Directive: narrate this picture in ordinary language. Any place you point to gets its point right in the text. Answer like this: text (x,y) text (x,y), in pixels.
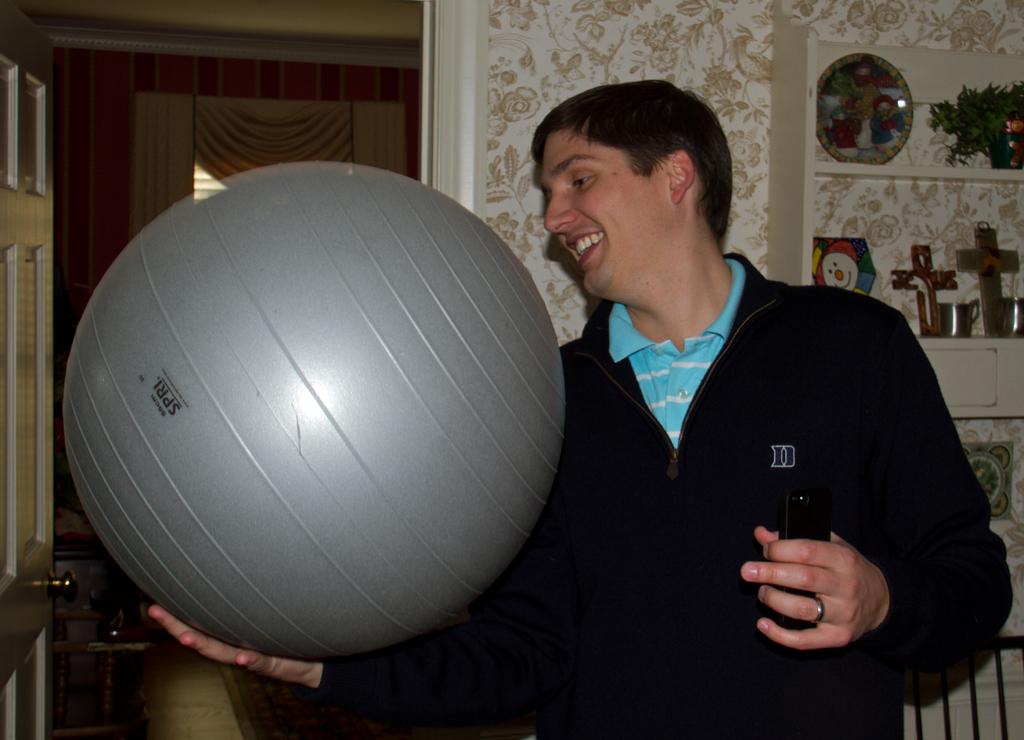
In this picture, we see a man (702,429) in the blue T-shirt (689,402) and the black jacket (775,479) is standing and he is holding a grey color ball like thing (407,386). He is smiling. On the left side (22,209), we see a door (42,555). In the right bottom (947,684), we see a chair (995,650). Behind that, we see the shelves (982,343) in which photo frame (887,135), flower pot (952,126) and some objects (1010,319) are placed. Behind that, we see a white wall (585,38). In the background (279,66), we see the curtains (269,141) and a wall (83,129) in brown color. This picture is clicked inside the room (441,175).
